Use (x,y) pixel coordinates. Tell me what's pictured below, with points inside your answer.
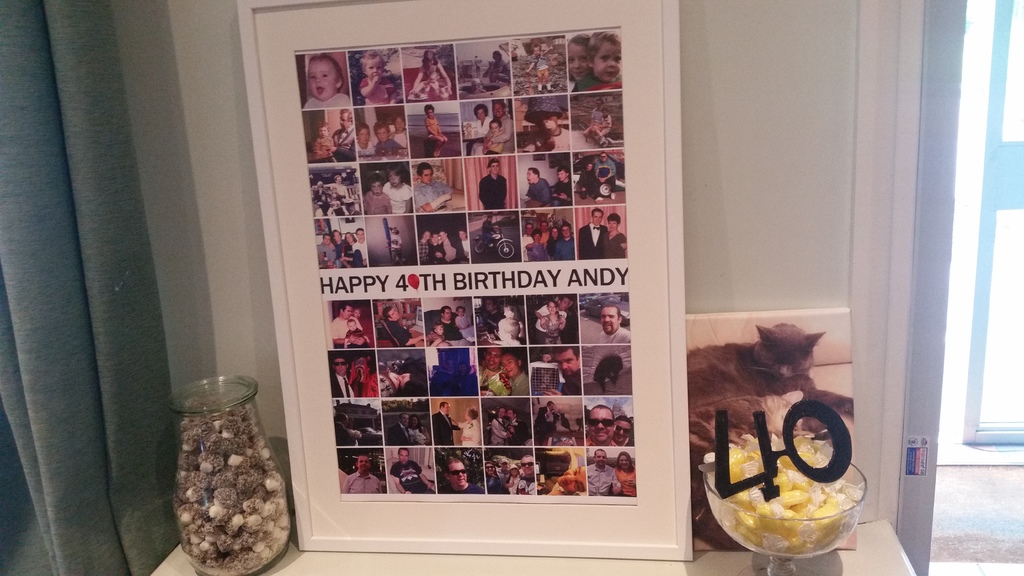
In the picture I can see the wooden board (504,287) on the table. On the wooden board (389,257) I can see the photos (474,225) of a few people (368,380). I can see the glass jar (221,553) on the table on the bottom left side (219,473). I can see a glass bowl (837,517) on the table (739,561) on the right side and I can see the cats (787,359). There is a curtain (18,377) on the left side (107,313).
